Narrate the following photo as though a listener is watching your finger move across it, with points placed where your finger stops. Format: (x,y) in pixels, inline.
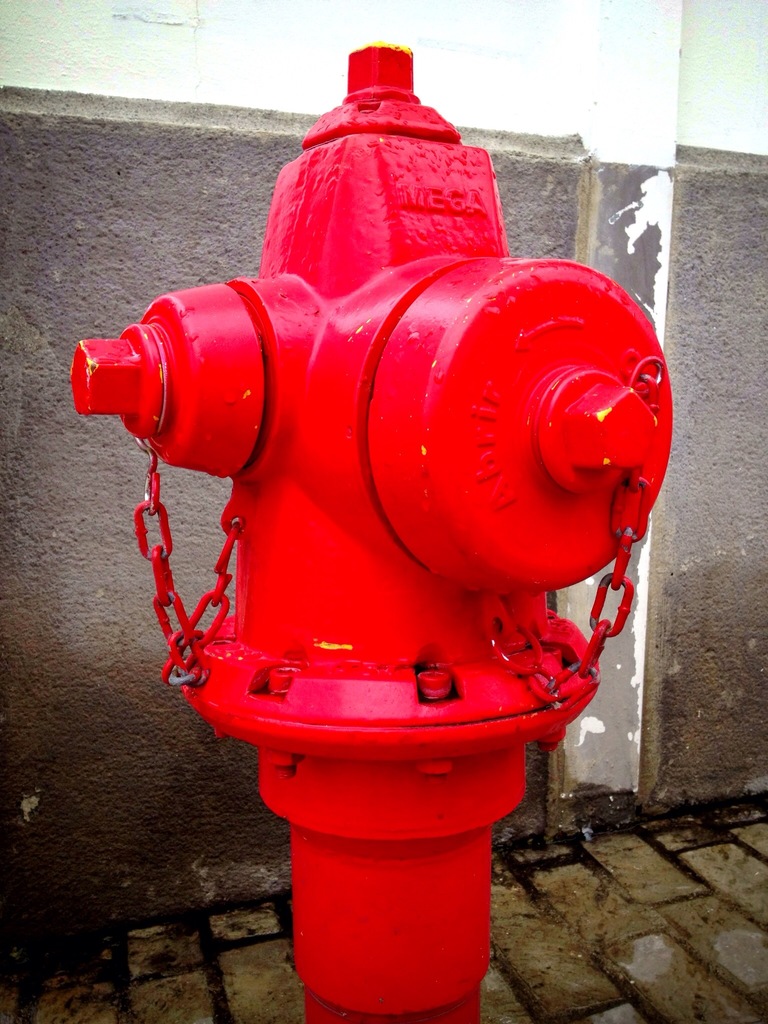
In the middle of this image (467,527), there is a red color pole (356,497) having chains (605,579) and nuts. In the background (738,879), there is a footpath (582,864) and a wall (114,774).
